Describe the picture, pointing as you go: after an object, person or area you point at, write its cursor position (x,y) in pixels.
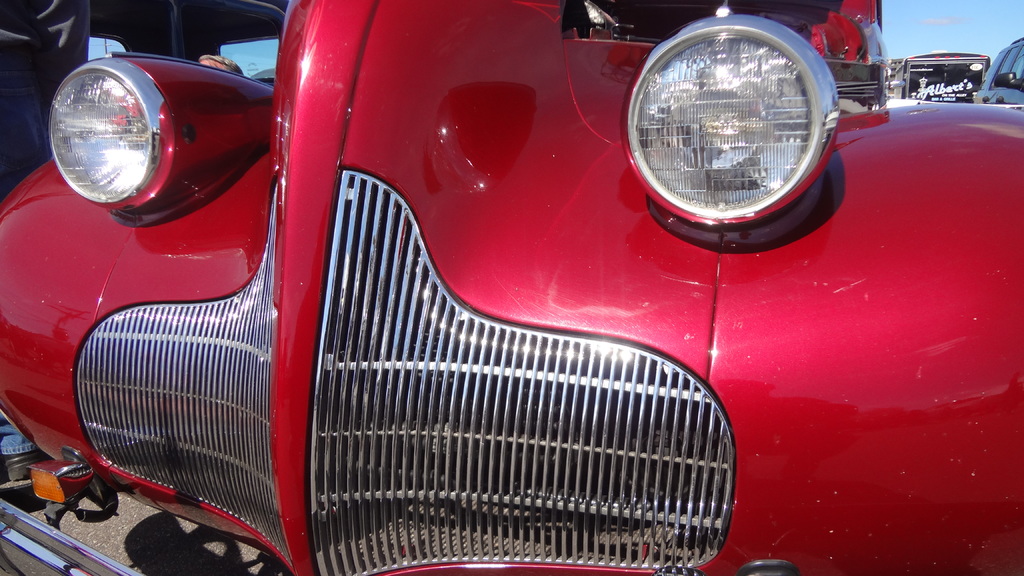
There is a red color vehicle (365,269) on the road (160,575), on which, there are other vehicles (955,58). In the background (914,44), there are clouds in the blue sky (959,14).
